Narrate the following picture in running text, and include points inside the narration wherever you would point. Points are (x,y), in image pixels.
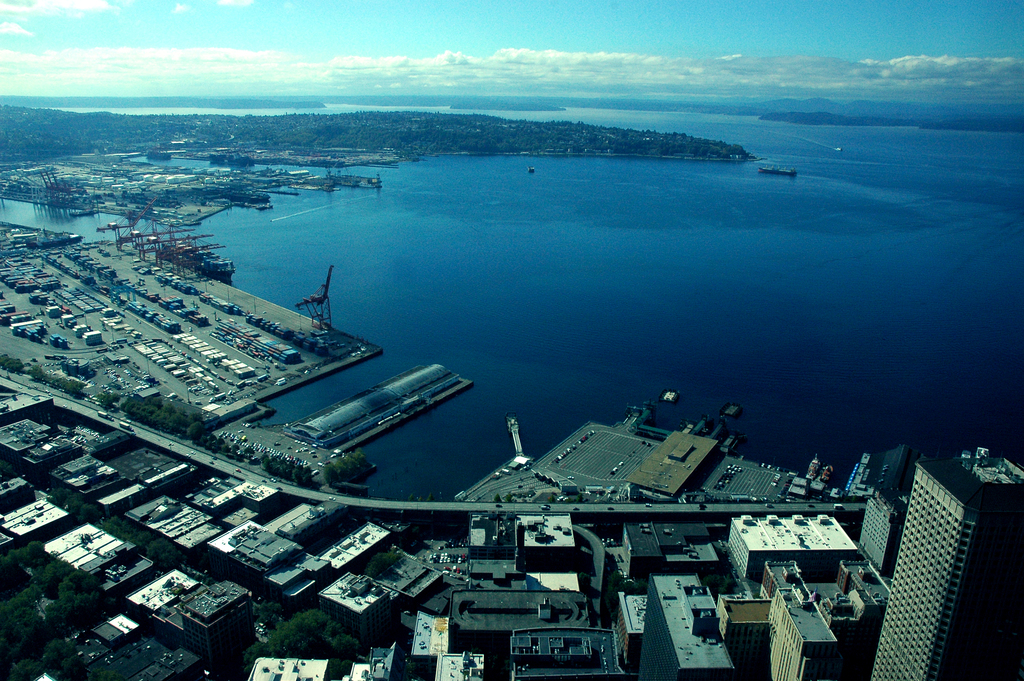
This is a top angle of an image. In this image there are so many buildings (27,506), vehicles (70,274), river (500,243), trees (345,136) and the sky (384,53).
